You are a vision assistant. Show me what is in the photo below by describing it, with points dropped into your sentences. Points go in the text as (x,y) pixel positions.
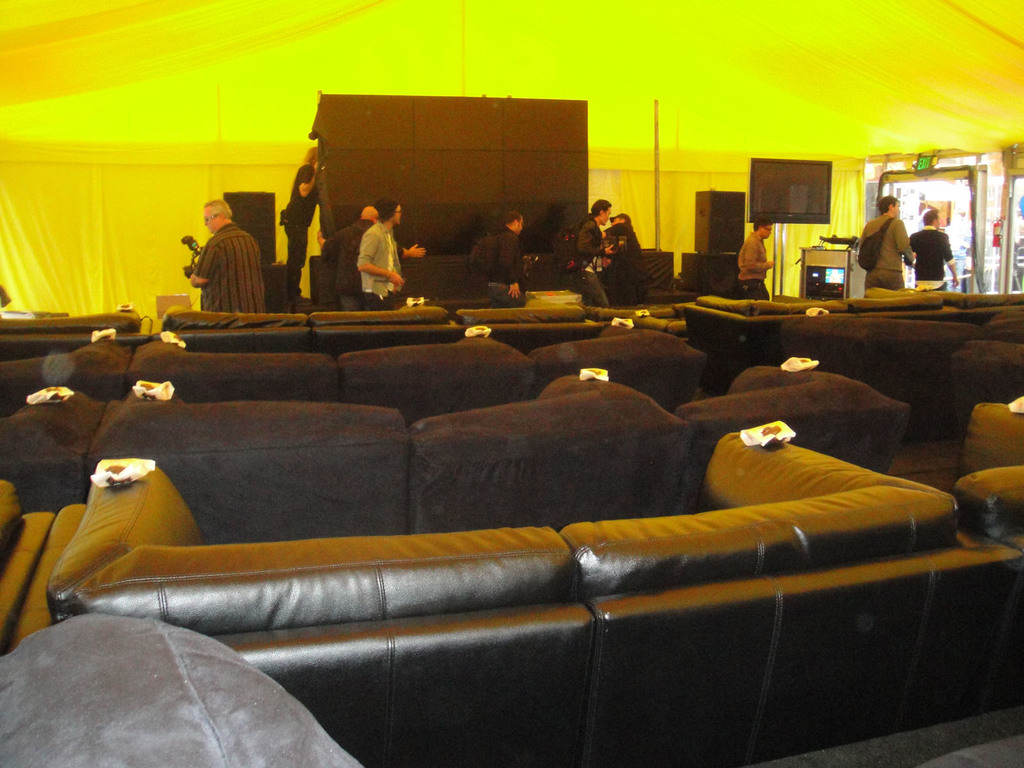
In the image there are many sofas (216,484) in the front (935,524) and in the back (356,172) there is a black screen (385,149) with speakers (716,228) on either side and many people (229,249) walking in front of it and above its tent (121,92).
